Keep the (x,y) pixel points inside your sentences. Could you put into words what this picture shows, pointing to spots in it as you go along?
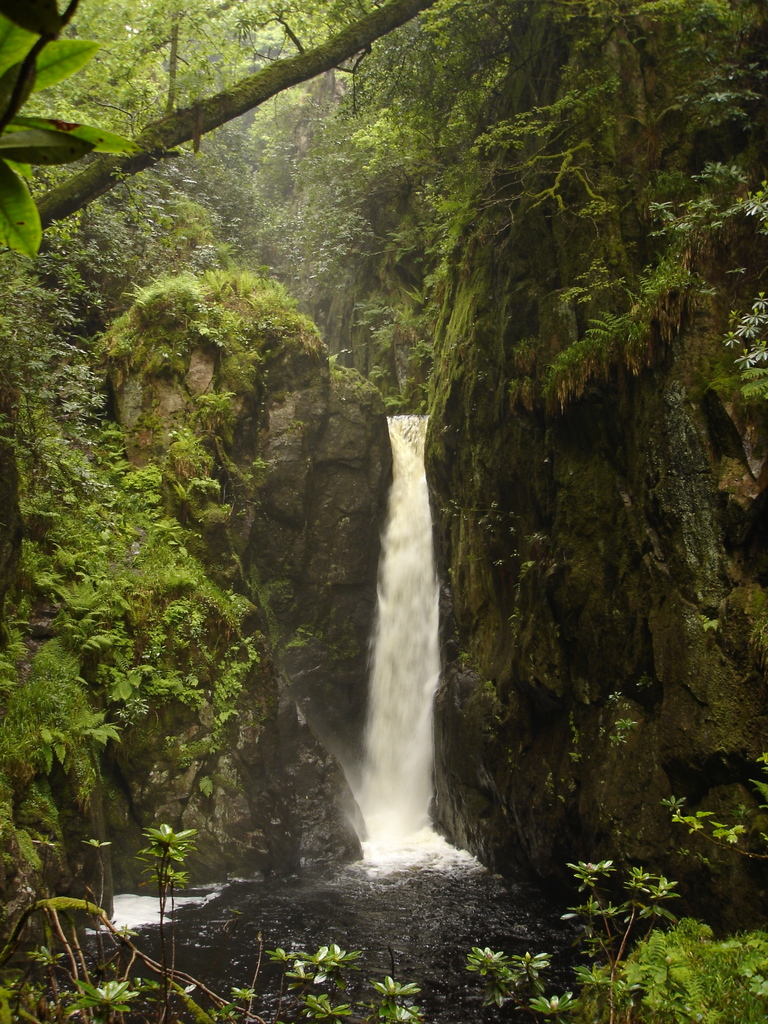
In this picture we can see waterfall (359,804), plants (67,225), algae (727,682), branch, hill (684,647) and leaves (36,159).
